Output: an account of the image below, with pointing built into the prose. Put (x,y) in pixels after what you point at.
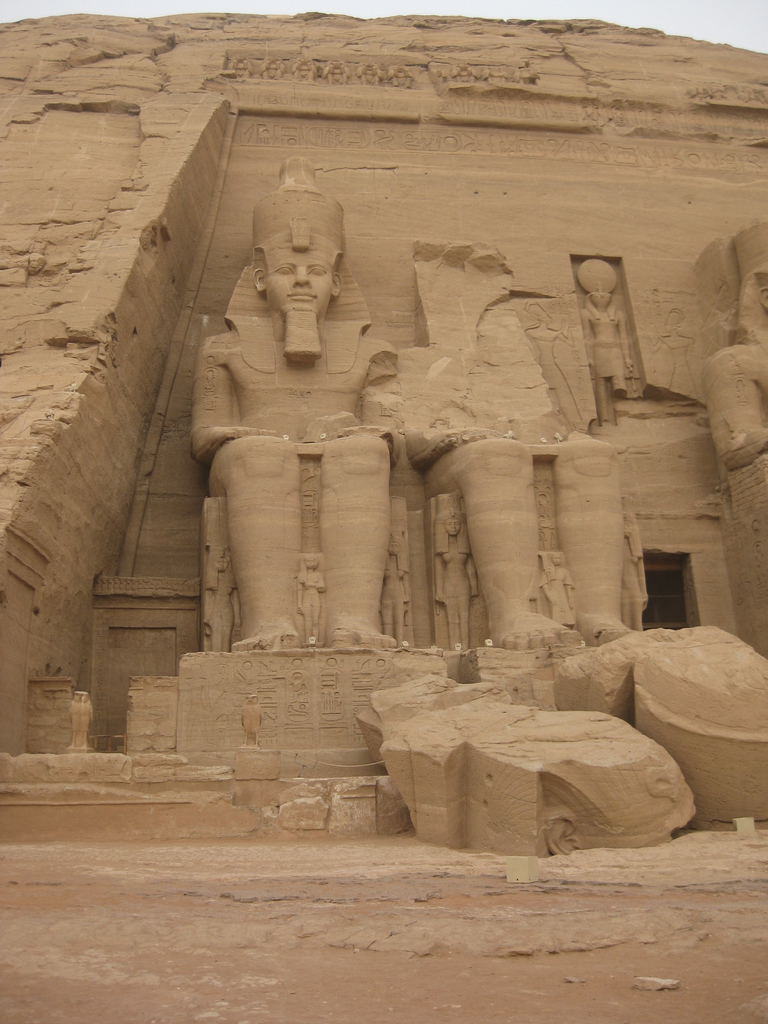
This image is taken outdoors. At the top of the image (728,31) there is a sky (539,18). At the bottom of the image (204,966) there is a ground (274,961). In the middle of the image (284,434) there is a temple (89,133) and there are a few ancient sculptures (485,559).
